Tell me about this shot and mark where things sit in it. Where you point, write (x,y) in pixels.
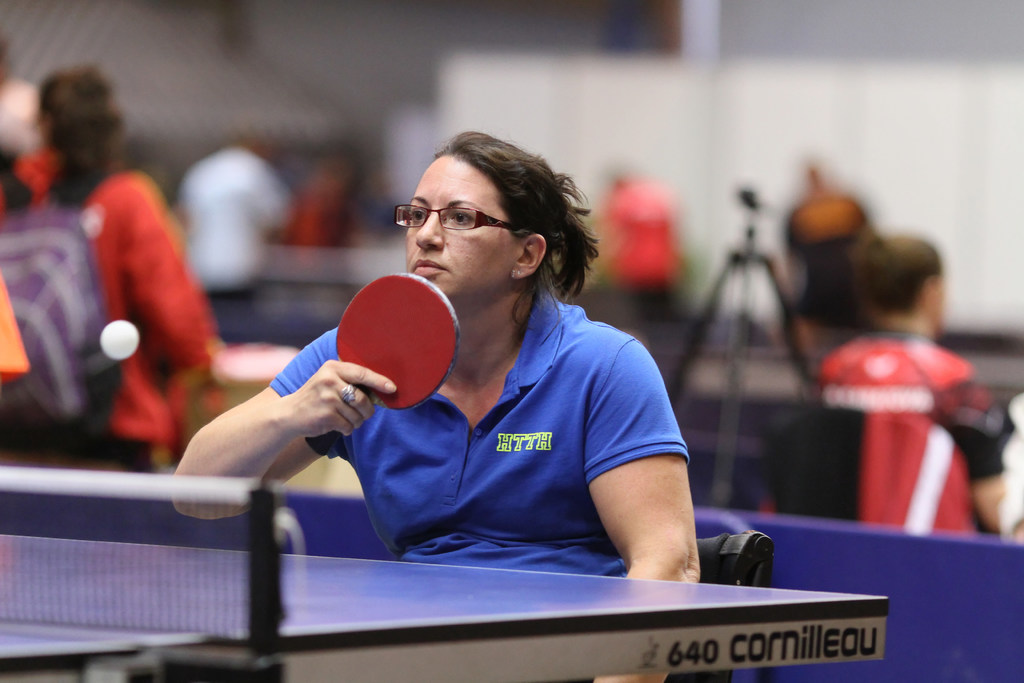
There is one woman (586,470) sitting on the chair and holding a bat (426,383) in the middle of this image (414,342). It seems like there are some persons (104,284) in the background (239,193). There is a table tennis board (188,587) at the bottom left side of this image (242,595).
